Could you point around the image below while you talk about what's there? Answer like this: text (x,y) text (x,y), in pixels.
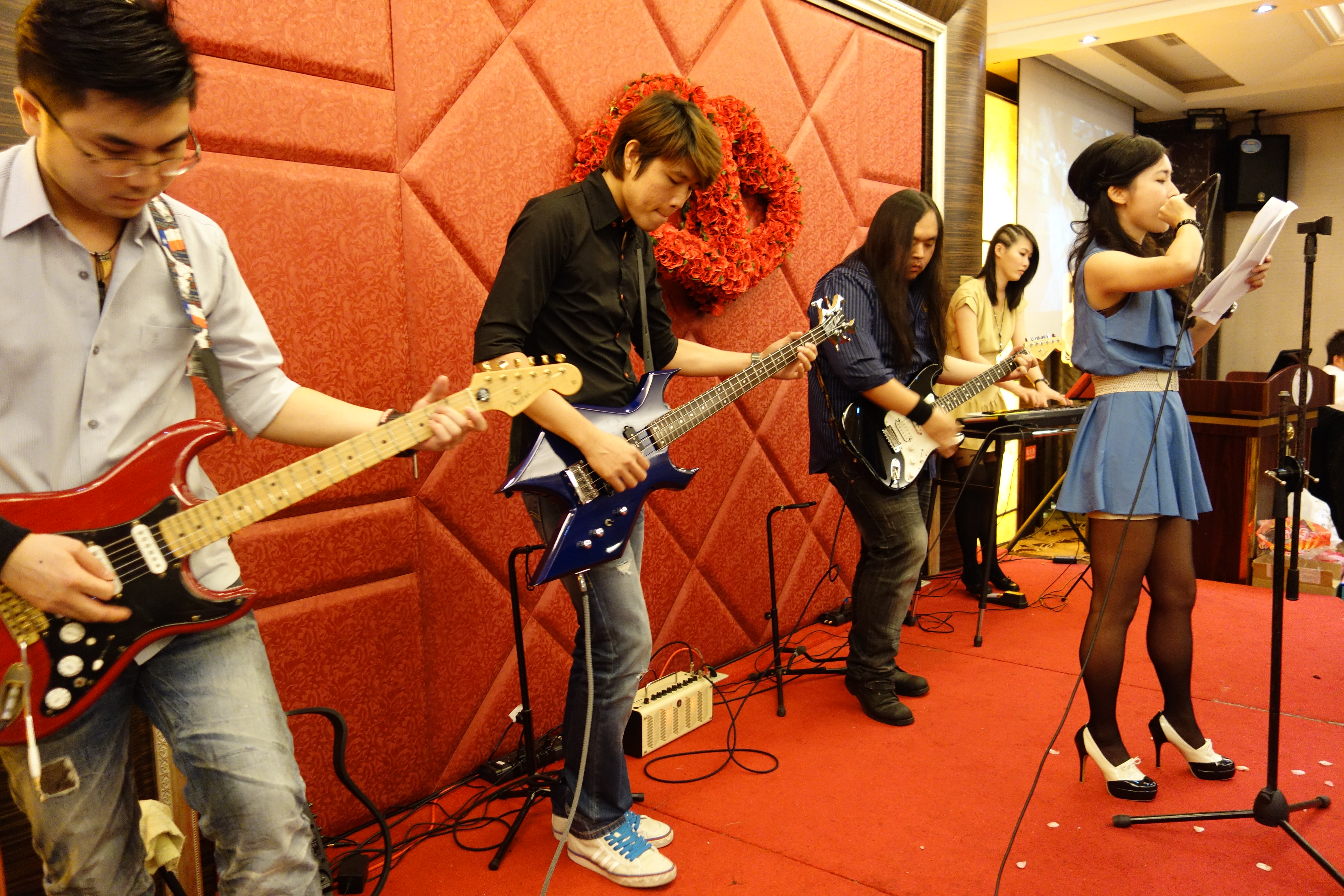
In the image we can see there are people (1108,309) standing on the stage (1122,695) and three people (260,884) are playing guitar (919,433) and a woman (1031,375) is playing piano (1030,415). There is another woman (1180,444) on the stage (1073,597) holding mic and papers (1239,274) in her hand (1182,211).
